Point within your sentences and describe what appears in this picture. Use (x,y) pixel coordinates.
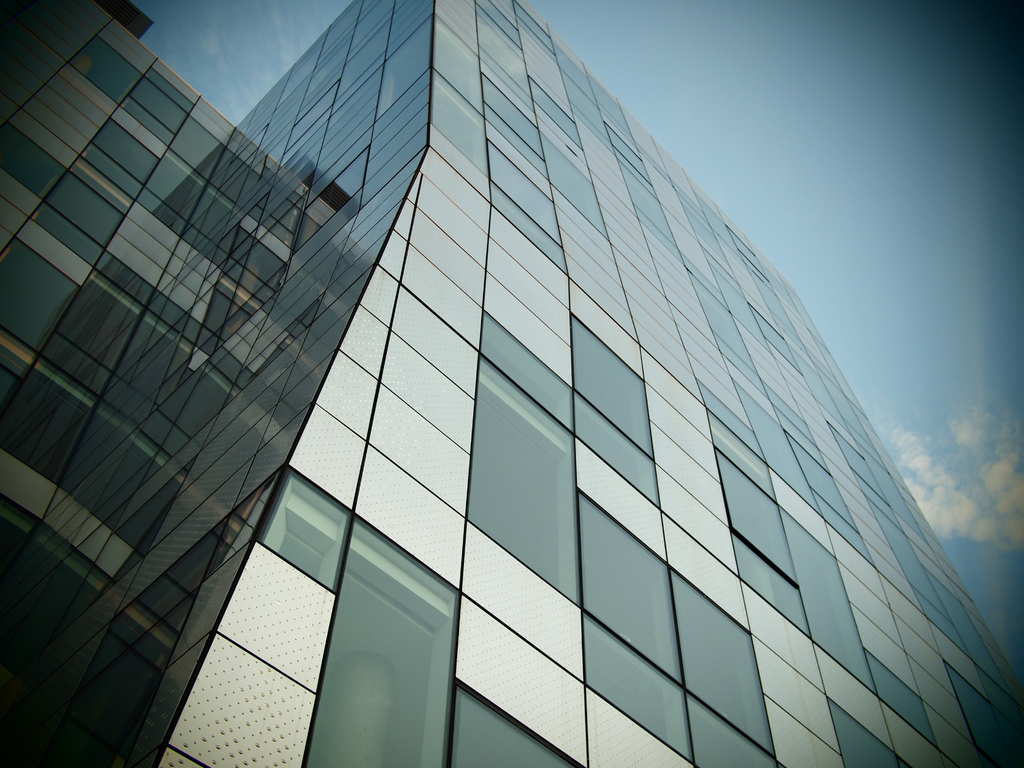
In this image we can see tallest glass building (401,282) and at the top of the image (914,235) there is clear sky (891,325).
